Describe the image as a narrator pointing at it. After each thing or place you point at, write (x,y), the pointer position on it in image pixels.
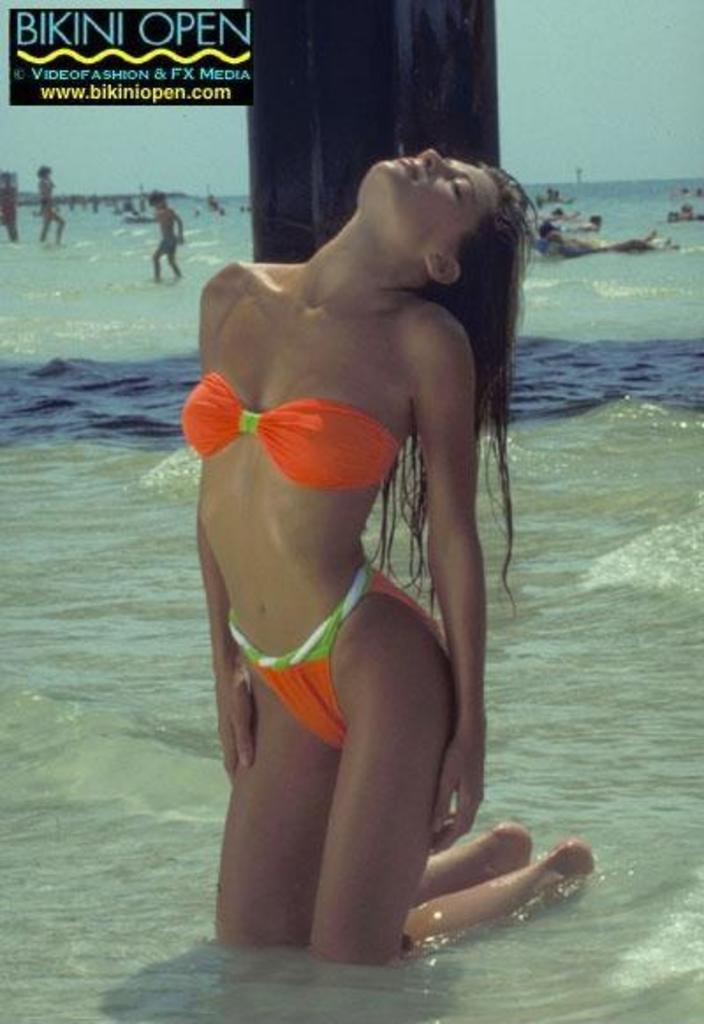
In this image I can see the person (481,645) with orange color dress (296,459) and she is in the water (159,869). In the back (176,240) I can see few more people (169,249) in the water (220,249). I can also see the sky (200,131) in the back (119,166). And there is a logo (106,77) can be seen in the corner.
